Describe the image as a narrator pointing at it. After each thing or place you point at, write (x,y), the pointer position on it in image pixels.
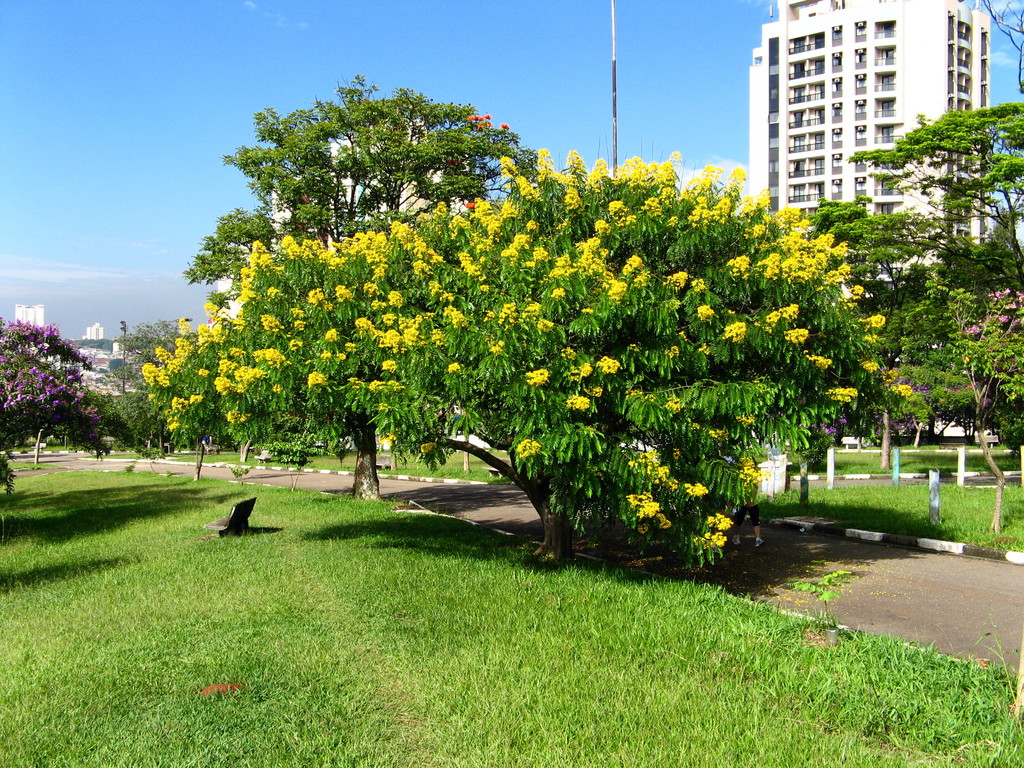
In this image we can see flowers (796,266), trees (293,423), grass (363,619), road (718,560), person's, buildings (809,212), poles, sky (169,137) and clouds (683,176).
